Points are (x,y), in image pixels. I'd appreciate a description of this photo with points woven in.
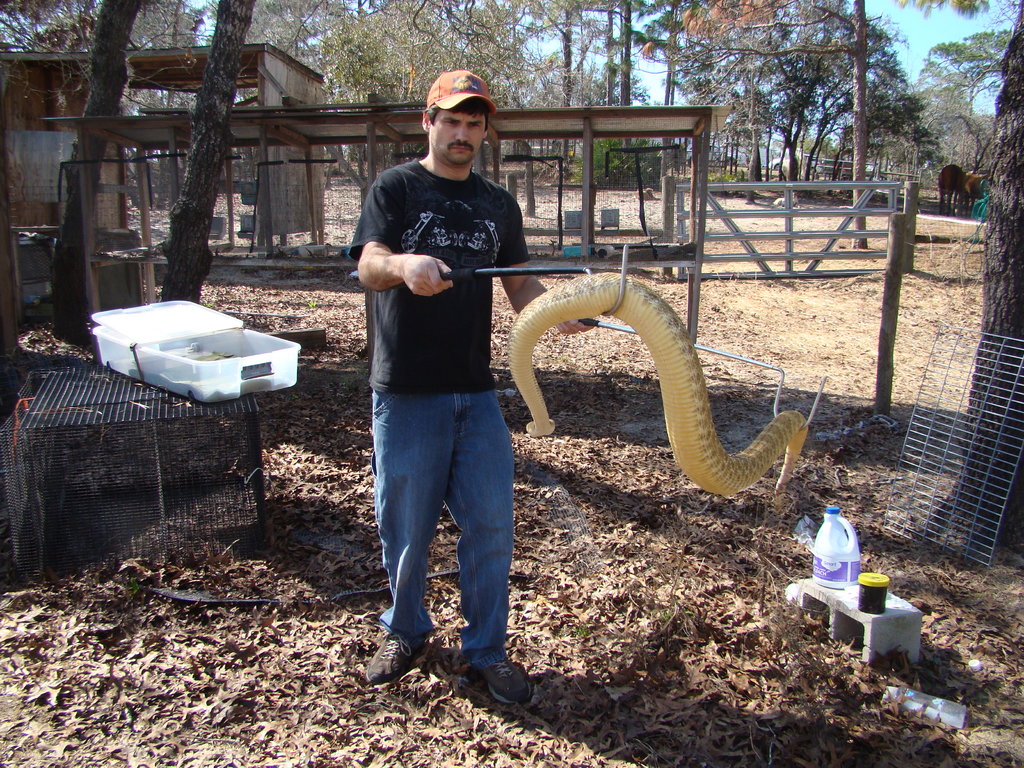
Here we can see a man (435,105) standing and holding a snake (640,318) in his hands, and here are the dried leaves (554,641), and here are the trees (549,65), and here is the container (162,358).
